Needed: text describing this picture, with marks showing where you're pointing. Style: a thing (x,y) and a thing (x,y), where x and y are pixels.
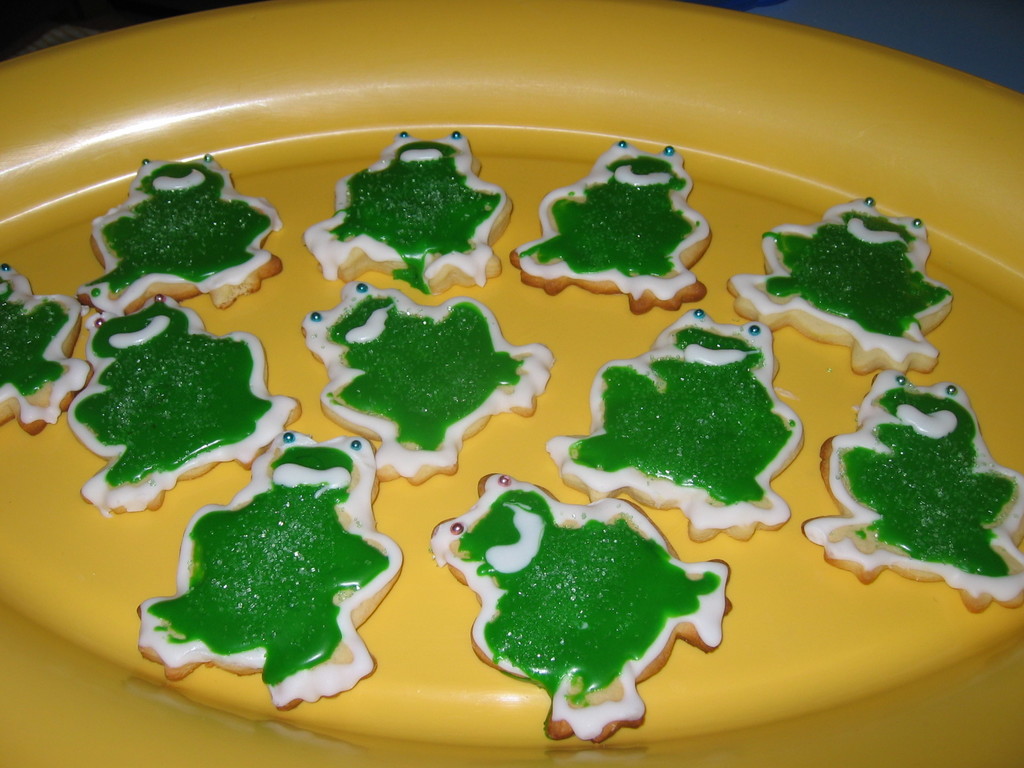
In the image there is a plate (920,627). On the plate (765,682) there are frog shaped cookies (517,572) with cream (530,517) on it.
